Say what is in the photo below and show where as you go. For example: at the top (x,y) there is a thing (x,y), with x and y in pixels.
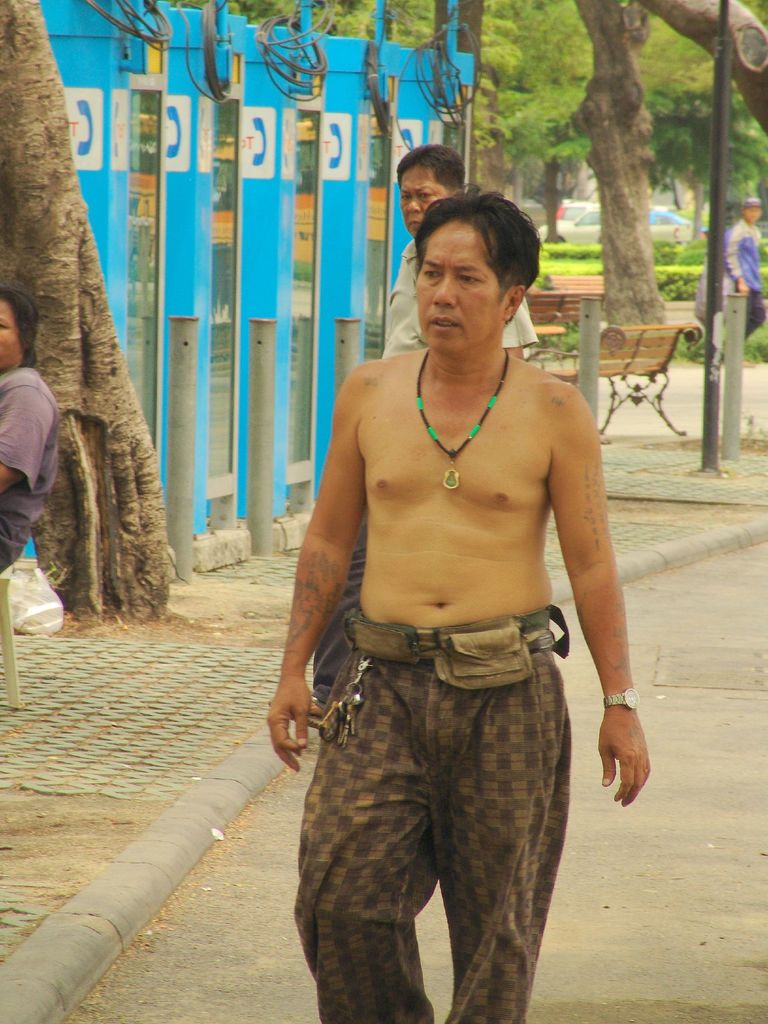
In the image there is a man (405,535) walking on the path (258,934) and beside him there is a footpath (15,879), there is a tree trunk (83,354) on the footpath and behind that there are telephone booths (280,174), behind the telephone booths (435,97) it looks like there is a park (627,285).
